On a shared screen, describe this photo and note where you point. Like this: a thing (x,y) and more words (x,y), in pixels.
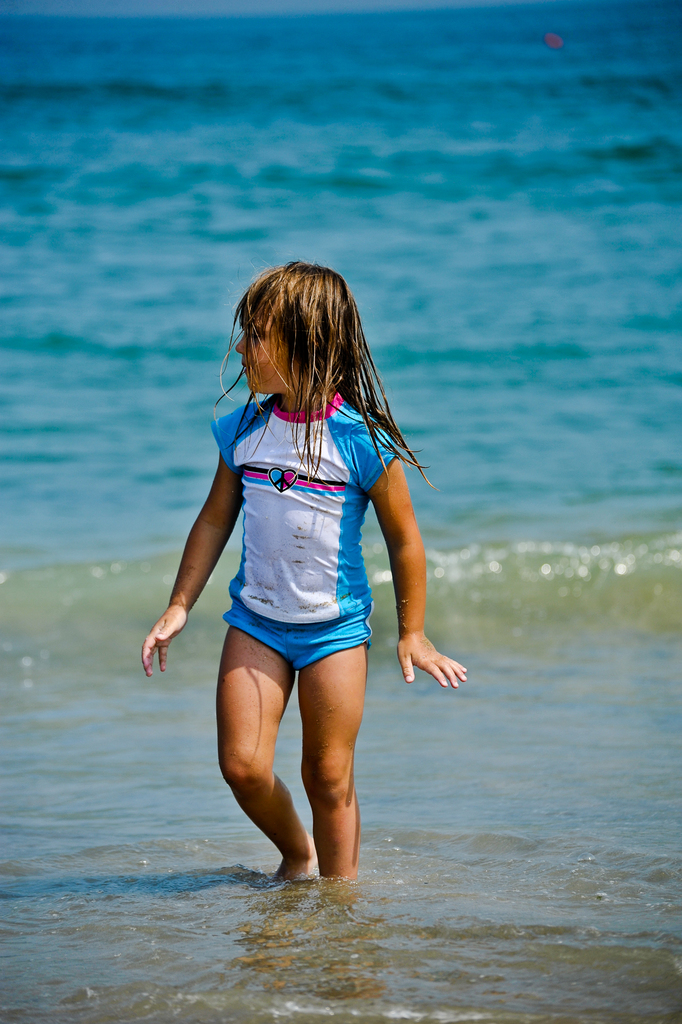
In this picture we can see the small girl (307,527) wearing blue dress (326,582), standing in the sea water (210,771) and looking on the left side (96,245). Behind there is a blue water (272,209).
